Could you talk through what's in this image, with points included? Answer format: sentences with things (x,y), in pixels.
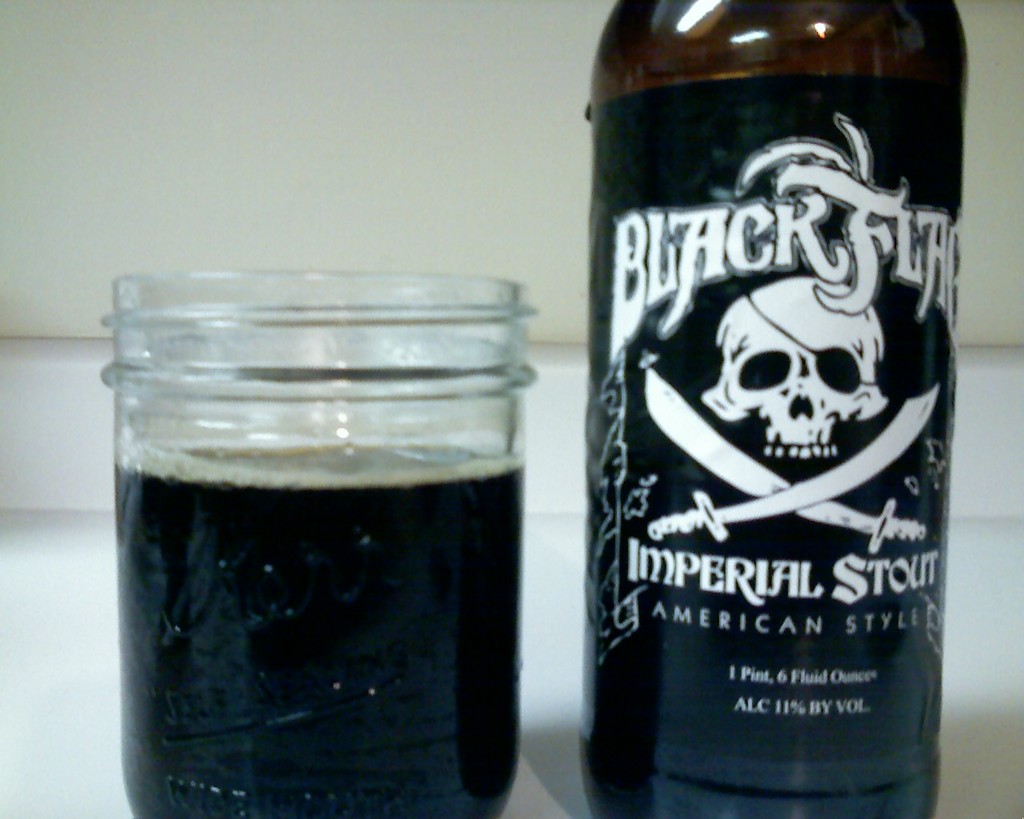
In the picture we can see a bottle (619,437), a glass (392,301), a bottle (723,304) of beer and a glass (381,314) is half full of beer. In the background (183,135) we can see a white wall (572,150). On the bottle (713,315) it is written as black flag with two swords (688,412).
